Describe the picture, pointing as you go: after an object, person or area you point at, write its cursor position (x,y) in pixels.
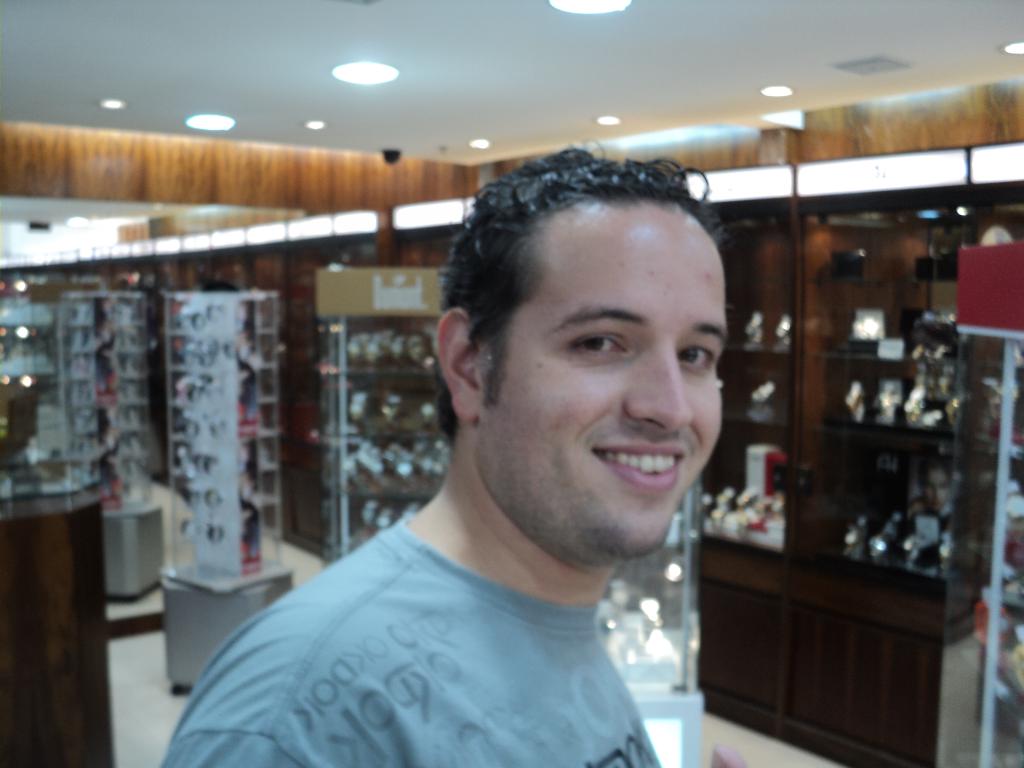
In this image there is a man (496,514) in the middle (637,431). In the background (259,350) there are cupboards (803,536) with the watches (916,396) in it. At the top (352,113) there is ceiling (235,60) with the lights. On the right side (878,275) there is a cupboard (879,291). In the background (270,258) there is a mirror (149,242).
